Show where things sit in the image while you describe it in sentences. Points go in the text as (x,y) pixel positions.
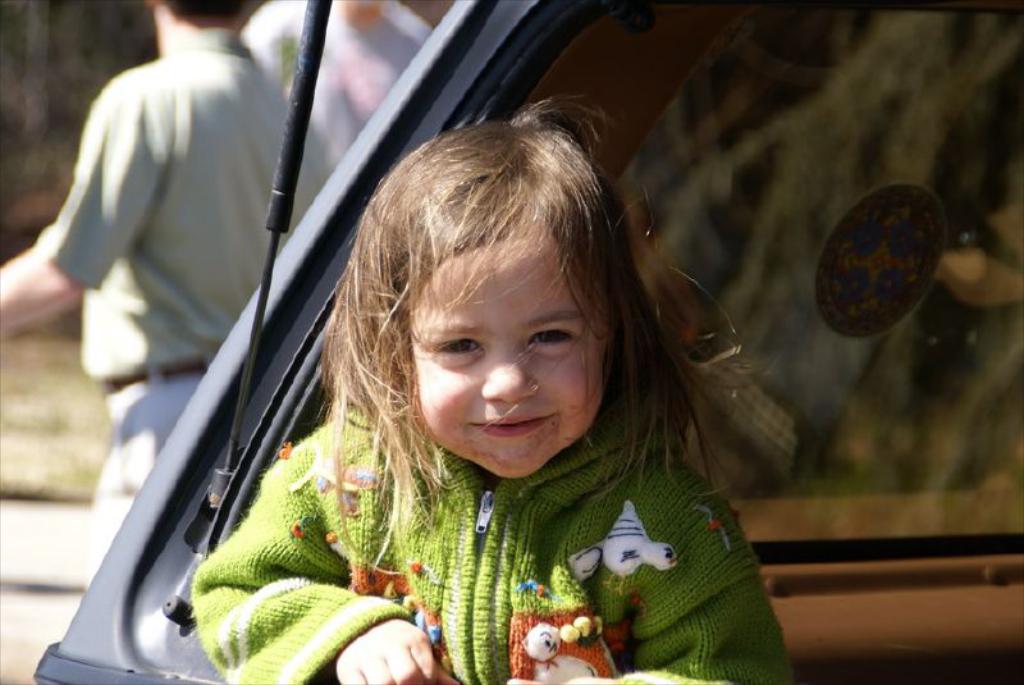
In this picture we can see a kid (489,571) is smiling in the front (644,575), on the right side (885,447) there is a glass (859,426), in the background (233,164) we can see another person (153,171), there is a blurry background (46,32).
